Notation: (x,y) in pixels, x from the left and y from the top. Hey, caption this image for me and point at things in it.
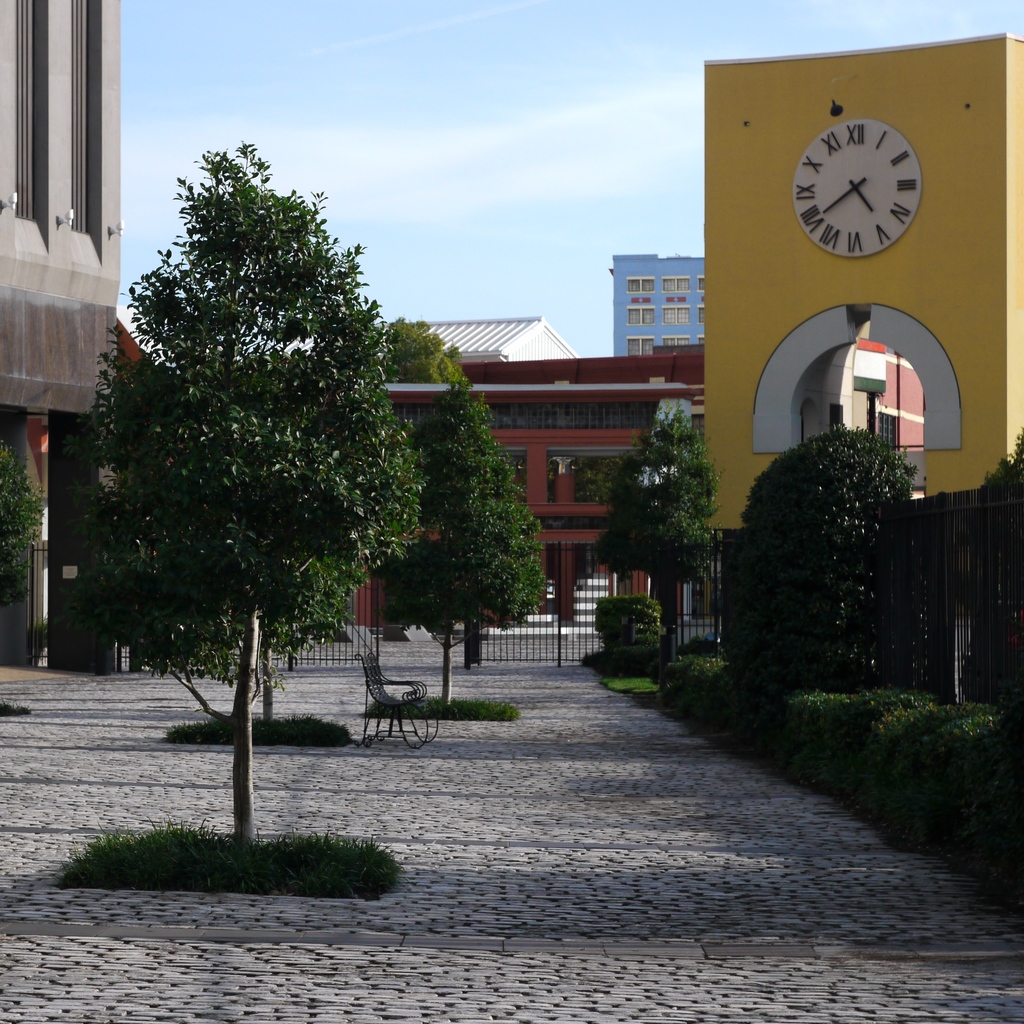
In this image there is a path (591,784), on that path (524,664) there are trees (165,482), in the background (538,370) there are houses (524,350), on the right side (844,190) there is a clock (862,190).
